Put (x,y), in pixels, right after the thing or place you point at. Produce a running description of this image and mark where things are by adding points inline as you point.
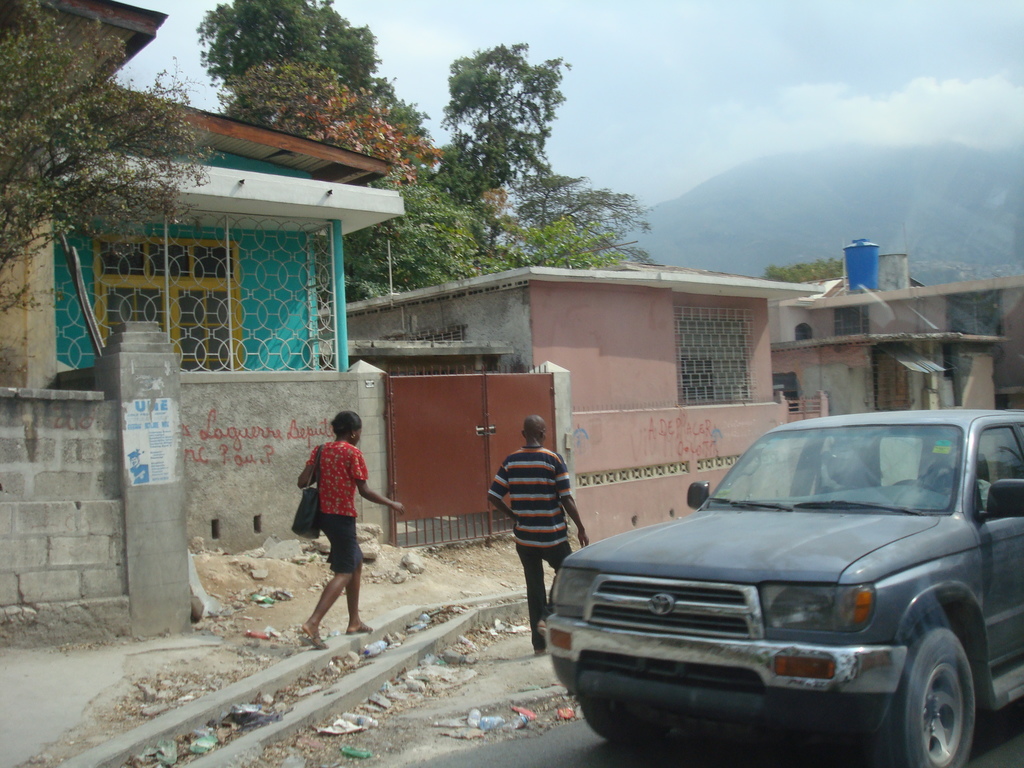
In this picture there are two persons (358,566) walking and we can see car (877,506) on the road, houses (291,206), poster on the wall (260,461), gate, trees (582,224) and objects (512,709). In the background of the image (699,257) we can see hill (957,163) and sky (880,90).
